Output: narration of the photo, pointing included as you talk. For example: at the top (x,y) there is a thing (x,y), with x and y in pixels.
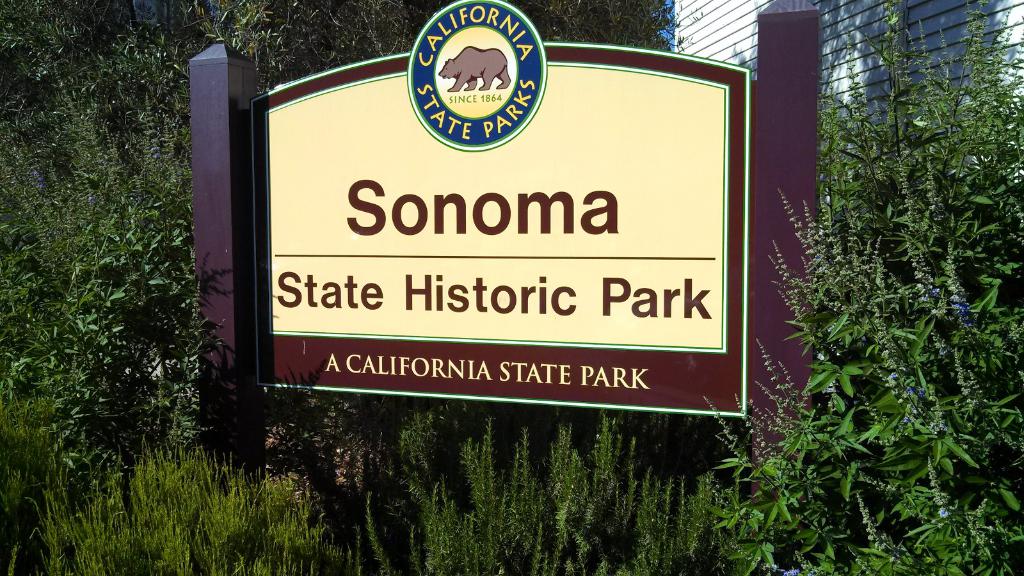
In this picture we can see a board (426,280) with poles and behind the board (433,183) there are trees (335,43), wall (695,28) and a sky (669,21).
